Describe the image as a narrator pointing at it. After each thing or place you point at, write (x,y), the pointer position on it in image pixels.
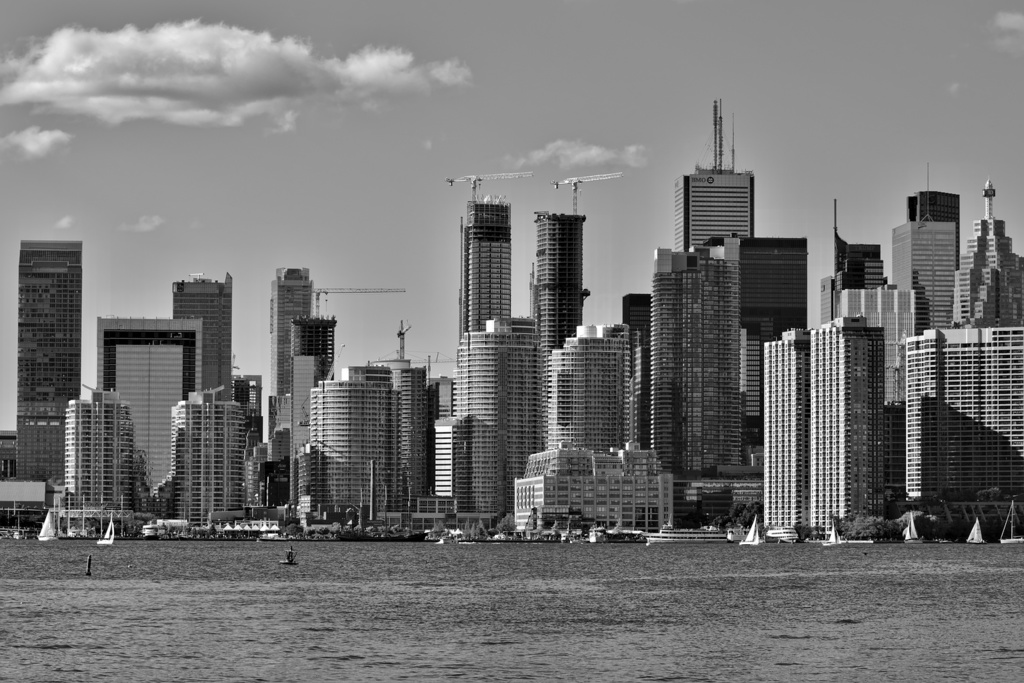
In this image we can see high rise buildings (475,363), in front of the buildings (217,443) there are a few boats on the river (419,554).
